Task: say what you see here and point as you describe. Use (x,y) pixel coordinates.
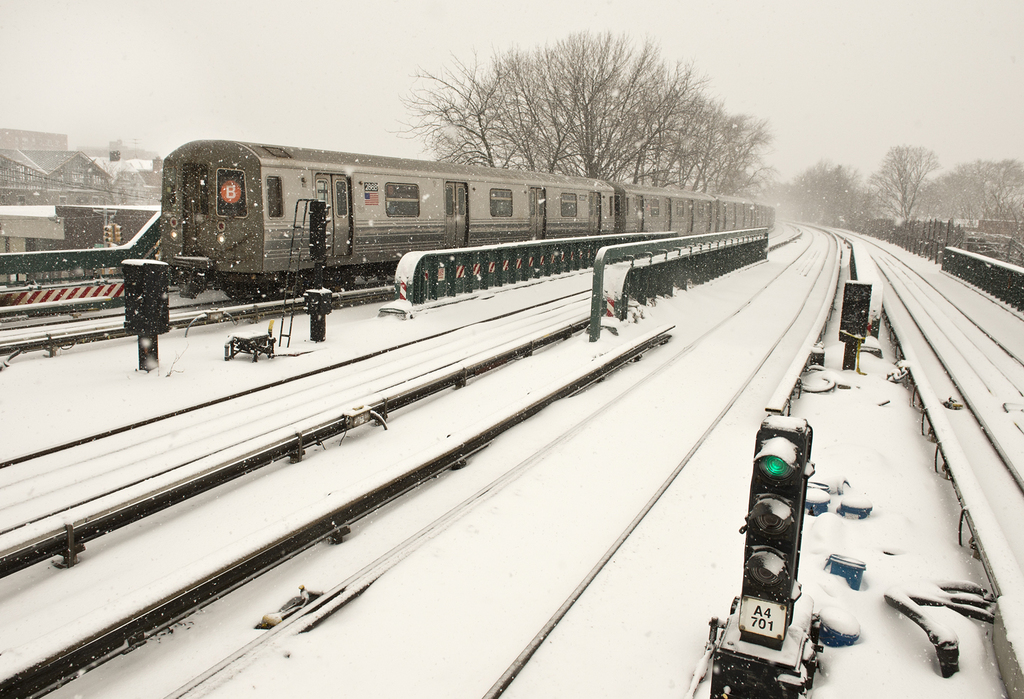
Here in this picture we can see railway tracks (62,342) and signal lights (142,338) present all over there and they are covered with snow (120,389) and we can also see a train (203,220) present on the track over there and behind that we can see houses (38,190) and buildings (47,168) present and we can see trees (614,138) here and there over the place.
